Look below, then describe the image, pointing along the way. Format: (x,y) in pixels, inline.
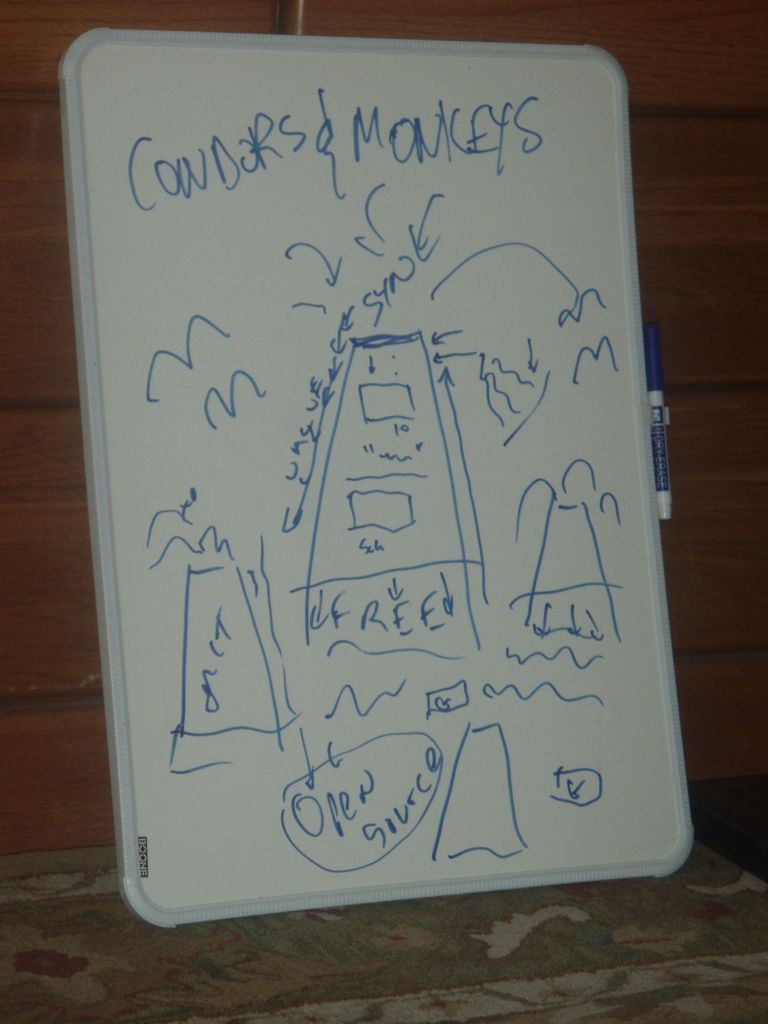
In this image, in the middle (508,549), we can see a white color board (557,265), on which some text (405,440) is written on it. In the background (67,310), we can see a wall (721,101). On the right side of the board (606,476), we can see a marker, at the bottom (228,989), we can see a mat (468,941).
